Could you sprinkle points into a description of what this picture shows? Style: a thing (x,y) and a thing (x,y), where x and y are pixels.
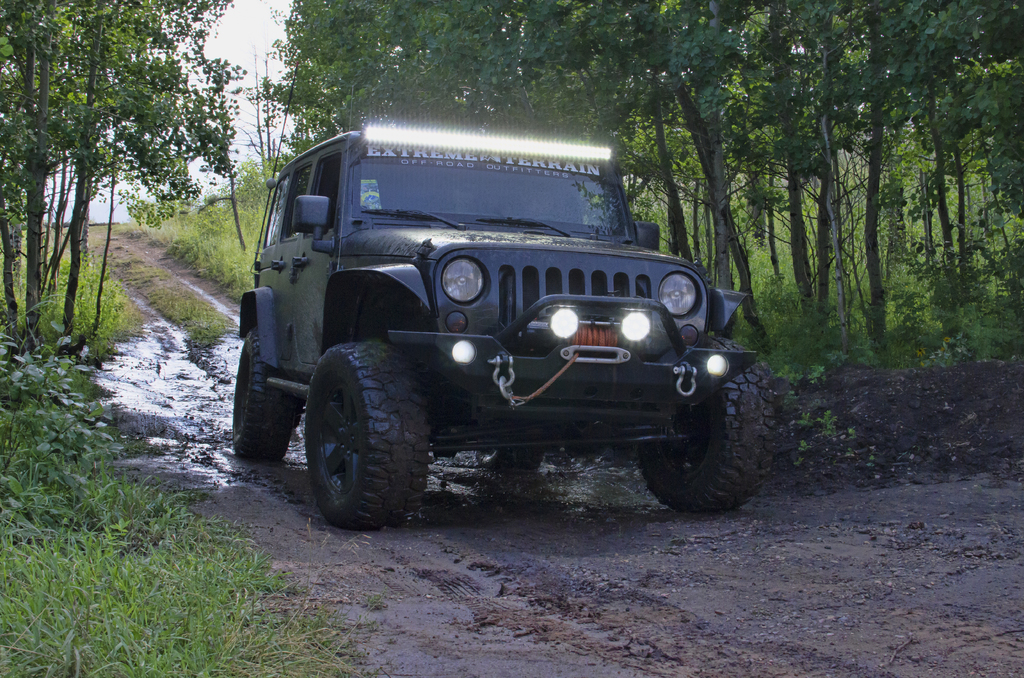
On the left (34,619) there are trees (54,146), plants (33,373) and grass (189,537). In the middle of the picture (447,376) we can see car (447,375), path (204,389), mud (191,378), grass (162,280) and soil (432,627). Towards right (834,38) there are trees (712,93), plants (829,279) and soil (918,416). In the center of the background (256,32) we can see sky (243,44).
